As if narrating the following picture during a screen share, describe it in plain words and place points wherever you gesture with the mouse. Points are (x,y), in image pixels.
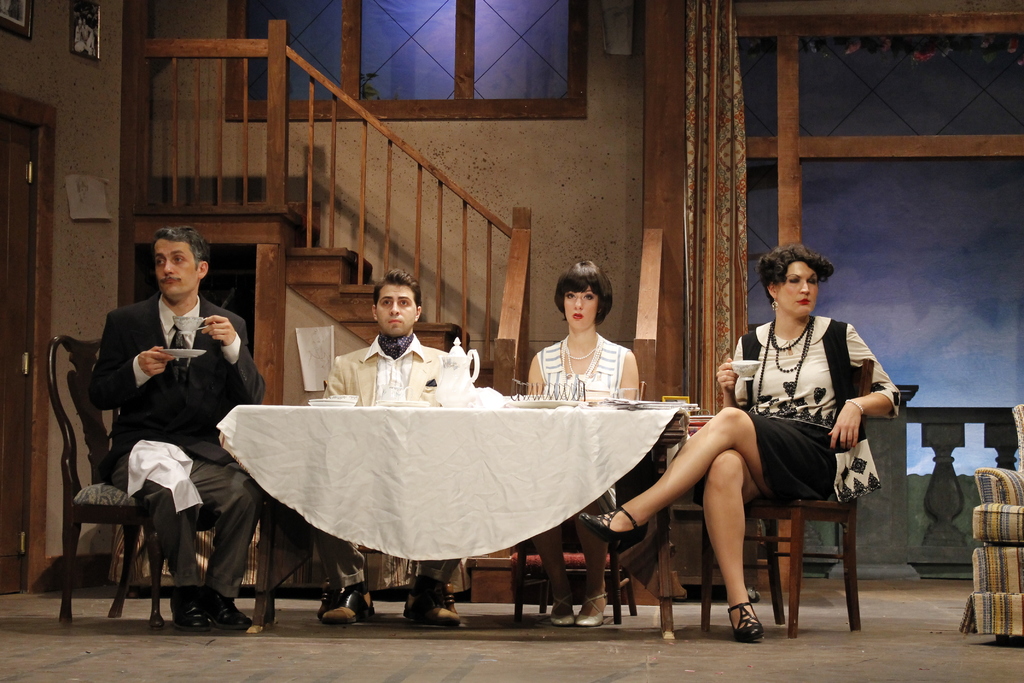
In this image there are four people (747,345) sitting around the table (488,449) which is in the middle of room (488,607). At the background (482,278) there are staircase (300,204), window (444,31) and the wall (554,165). On the table (425,411) there are plates (341,400), cups (391,395) and jug (459,379). To the right side (990,518) there is a sofa (990,538).
